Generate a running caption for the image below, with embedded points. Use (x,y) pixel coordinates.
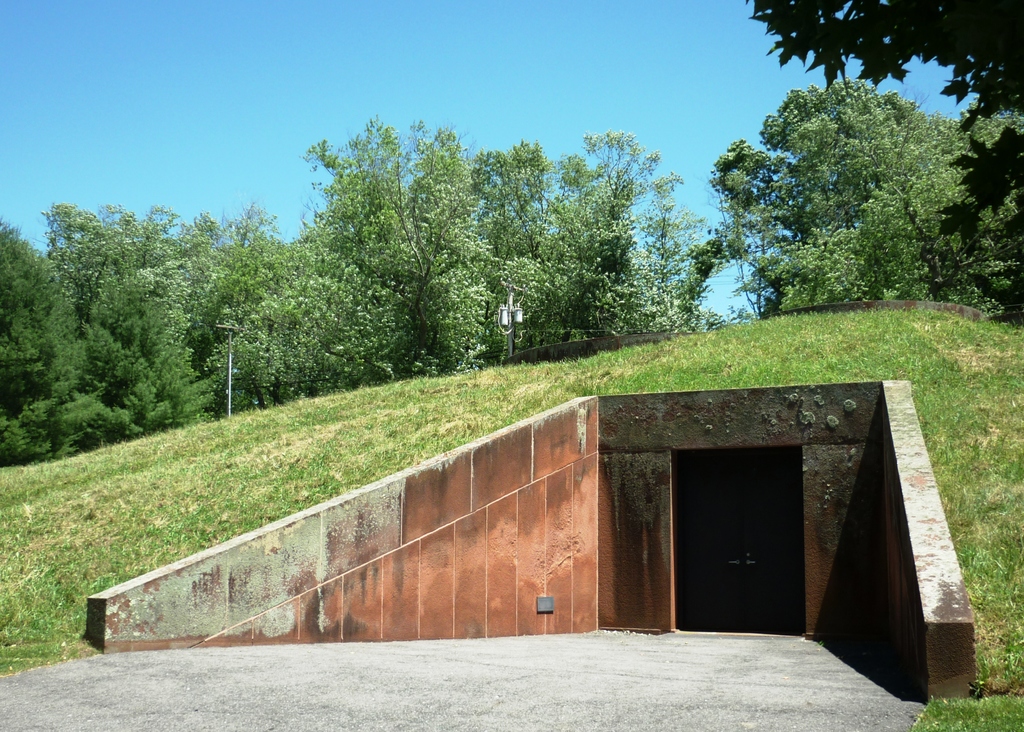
In this image we can see a tunnel (667,490) and there is grass (432,431). In the background (286,354) there are trees (369,156) and sky (433,88).
